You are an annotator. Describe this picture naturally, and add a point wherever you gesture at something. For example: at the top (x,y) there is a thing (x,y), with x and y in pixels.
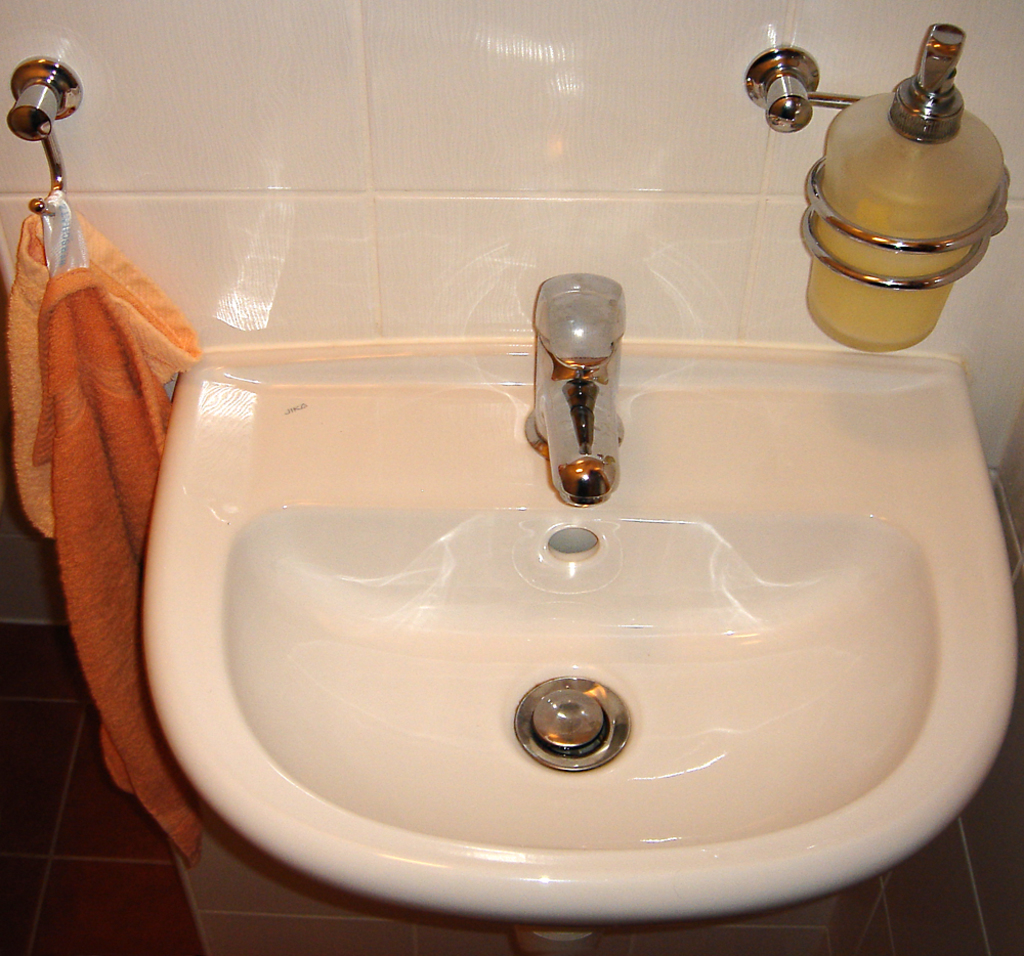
In this picture we can see a sink (373,773) in white color and a silver tap (570,473). Here it is a hanger (48,128), hand towel (81,286) is hanged to it. Here is a hand wash bottle (888,112) which is in the holder (891,280).
